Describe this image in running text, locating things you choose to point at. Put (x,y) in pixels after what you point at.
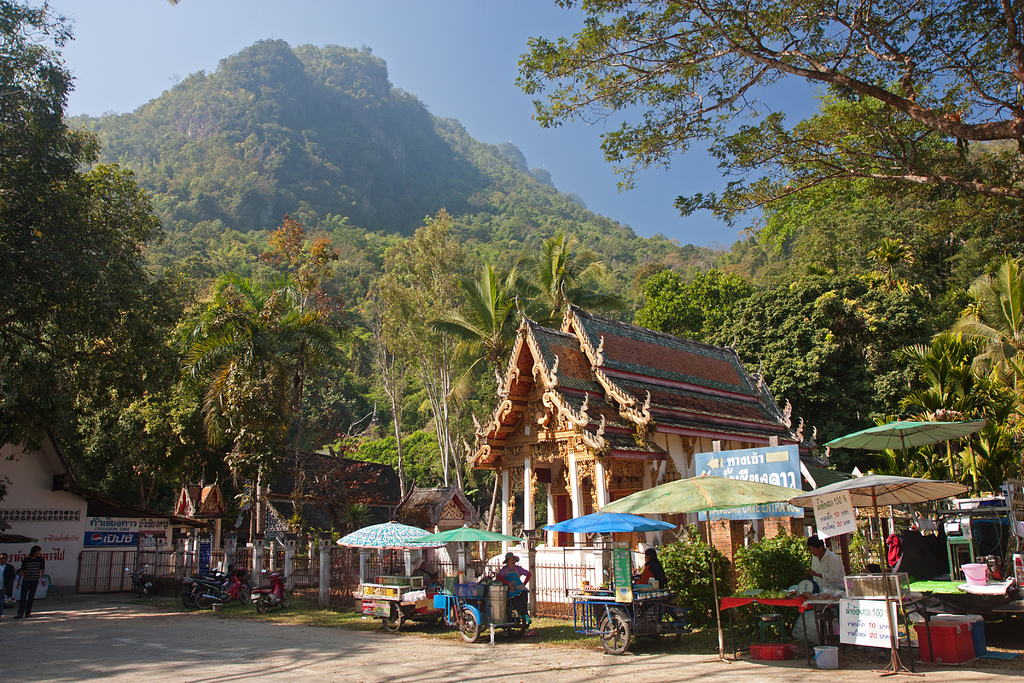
This picture is taken from the outside of the city. In this image, on the left side (43,586), we can see two men (24,586) are walking. On the left side (36,231), we can also see some trees (36,63). On the right side (703,503), we can see some umbrella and a few people (643,571) are standing under the umbrella (716,599) in front of a vehicle (596,616), trees (1016,158). On the right side (690,517), we can also see a building (586,496), pillars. In the background (166,550), we can also see a building (52,544), wall (46,533) and a board (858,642) with some text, trees (373,337). At the top (318,45), we can see a sky (510,10), at the bottom (348,652), we can see a road (454,669).
